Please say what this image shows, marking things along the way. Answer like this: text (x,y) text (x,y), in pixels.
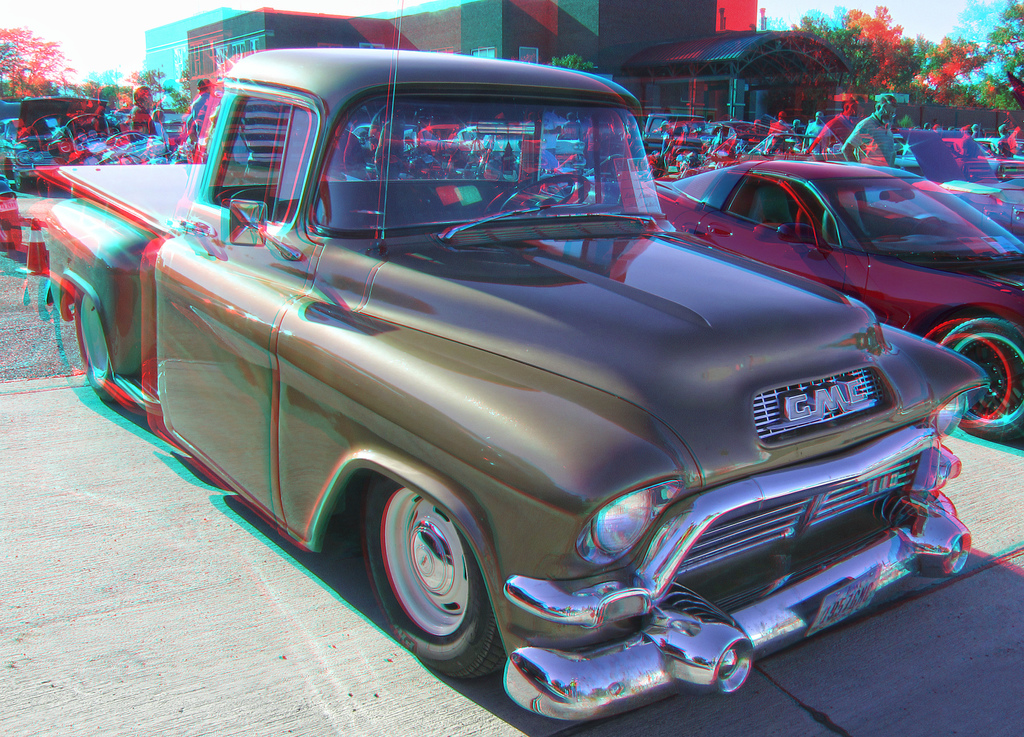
In this picture I can observe some cars (563,232) parked on the road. There is a building (738,106) and some trees (58,71) in the background (106,75). I can observe some people (140,131) on the road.
